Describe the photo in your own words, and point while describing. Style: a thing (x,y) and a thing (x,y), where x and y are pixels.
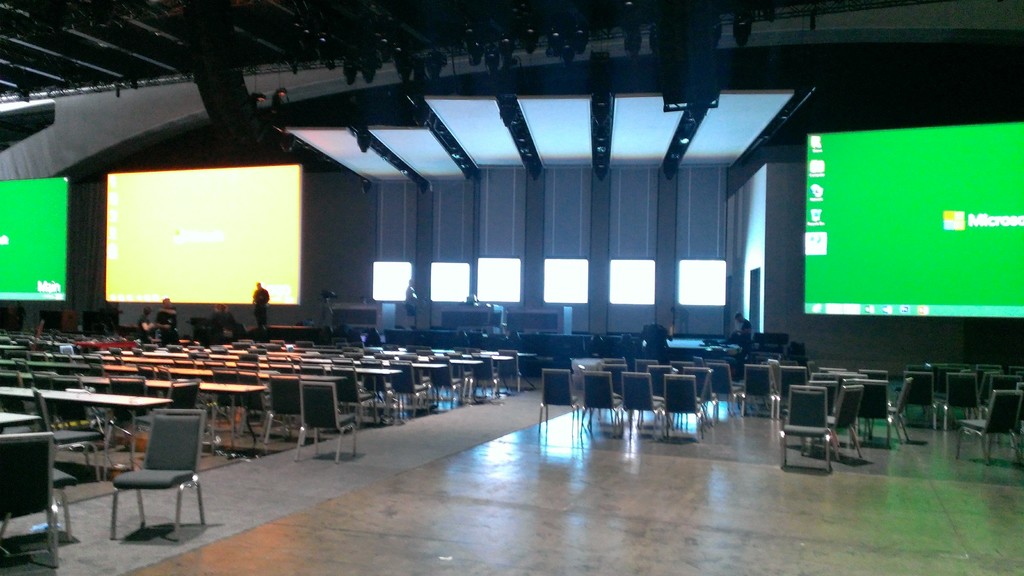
In this image we can see there are screens (48,239) on the top (643,140) and few people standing on the stage (252,334), also there are so many chairs (5,467) on the hall (520,428).
